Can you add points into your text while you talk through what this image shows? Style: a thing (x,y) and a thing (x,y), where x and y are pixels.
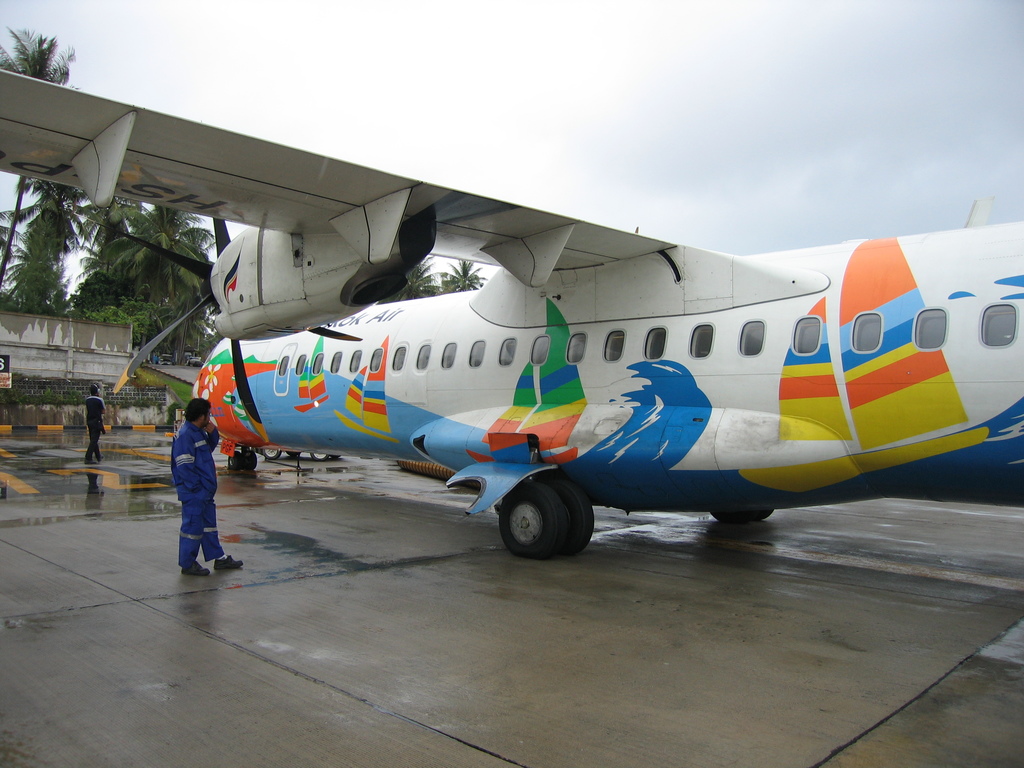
In this image I can see a plane (972,345) on the ground (432,491) and a man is standing on the left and there are some trees (84,301) on the left side (192,306).
